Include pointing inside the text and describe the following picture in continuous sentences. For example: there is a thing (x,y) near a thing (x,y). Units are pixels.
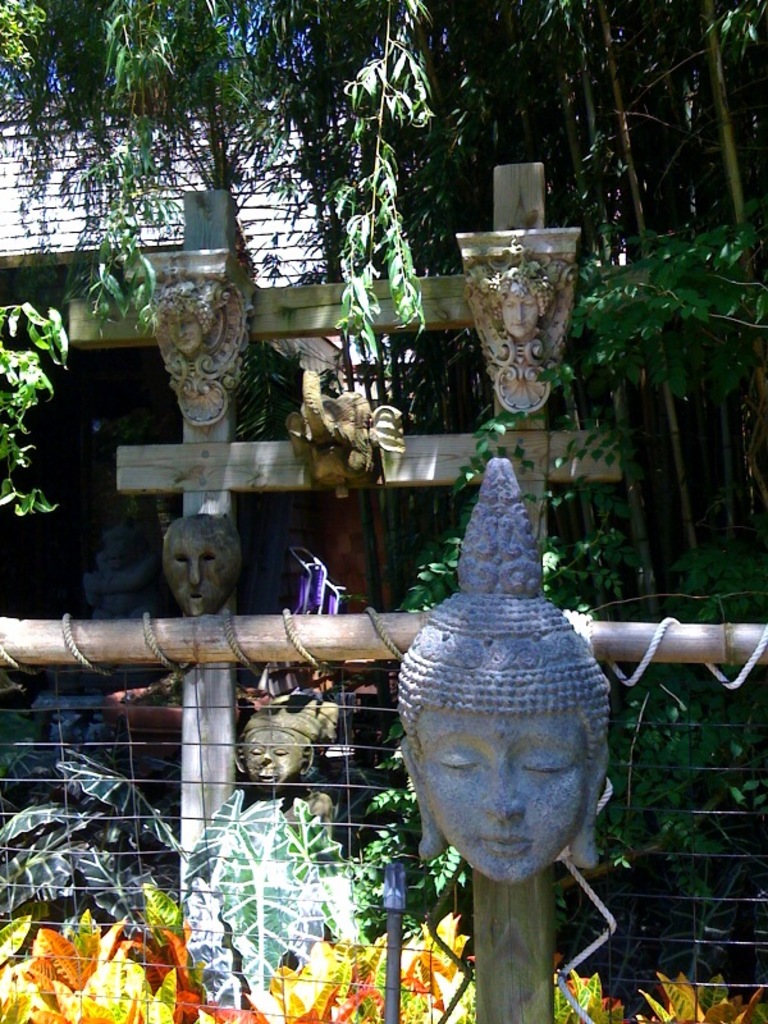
In this image there are sculptures (517,671). At the bottom (554,875) there is a fence (359,885) and we can see plants (46,1016). In the background (580,403) there are trees (527,33) and we can see a shed (48,240).
